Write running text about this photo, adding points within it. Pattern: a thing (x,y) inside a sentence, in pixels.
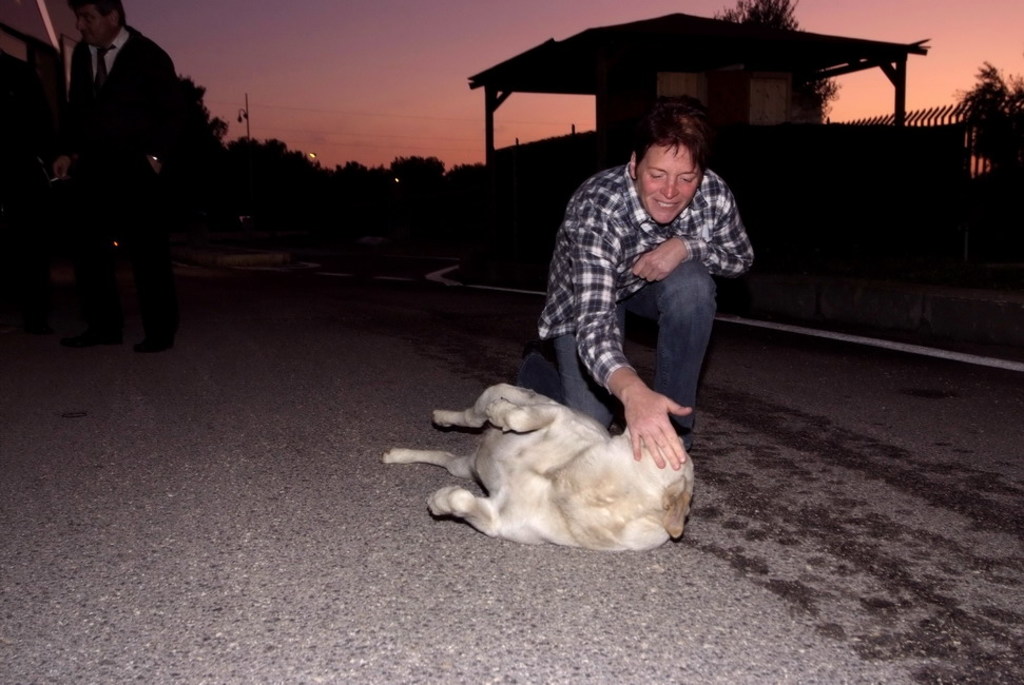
As we can see in the image there are trees (308,185), sky (332,46), fence (958,122) and two people (582,197) on road (763,573) and a white color dog (548,470).
